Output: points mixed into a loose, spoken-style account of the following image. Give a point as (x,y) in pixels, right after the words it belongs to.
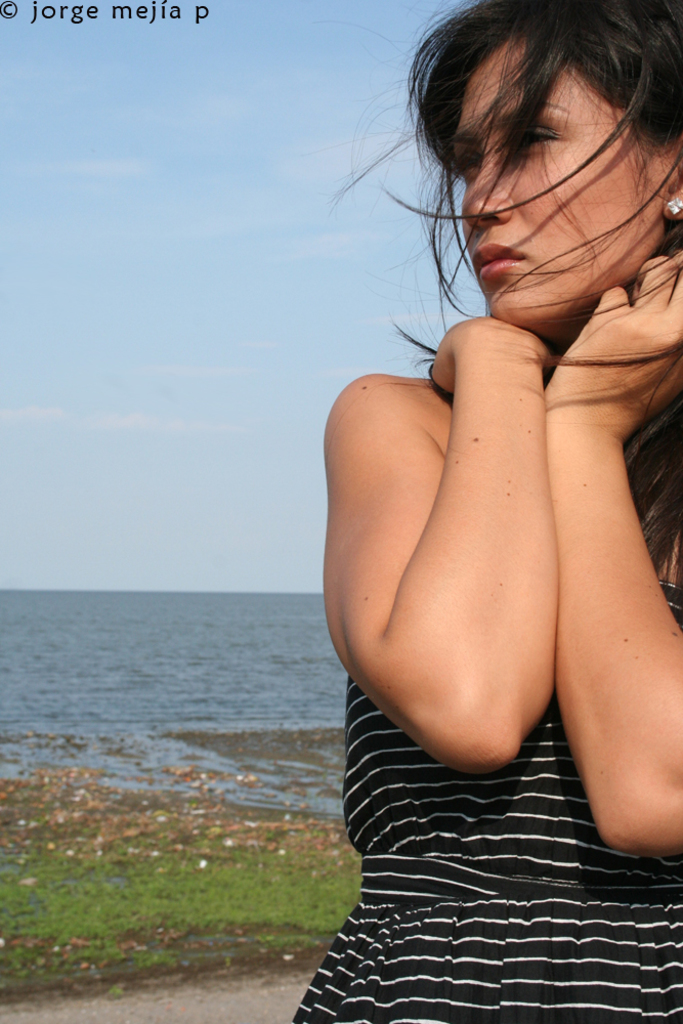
In front of the image there is a person (502,253). Behind her there is grass (200,848) and dried leaves (168,820) on the surface (176,870). In the background of the image (223,663) there is water (165,648). At the top of the image (256,240) there is sky (243,198). There is some text (153,12) at the top of the image (20,16).
